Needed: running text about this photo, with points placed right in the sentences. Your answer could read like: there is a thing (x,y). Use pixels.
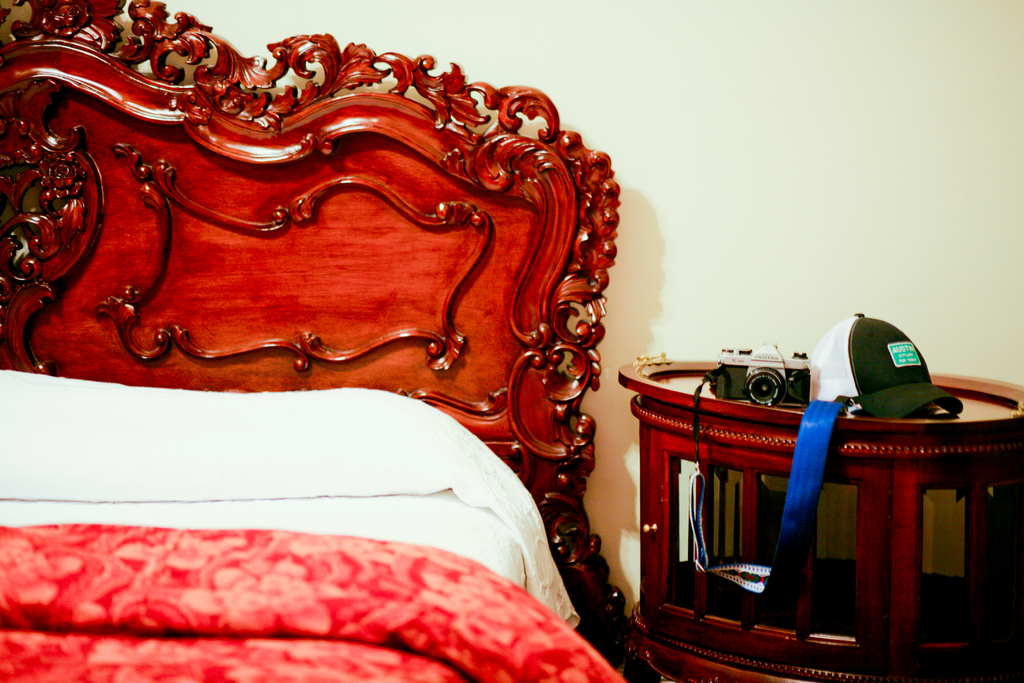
A camera (721,385) and a cap (958,411) are placed on a table (883,430) beside a bed (165,438).
